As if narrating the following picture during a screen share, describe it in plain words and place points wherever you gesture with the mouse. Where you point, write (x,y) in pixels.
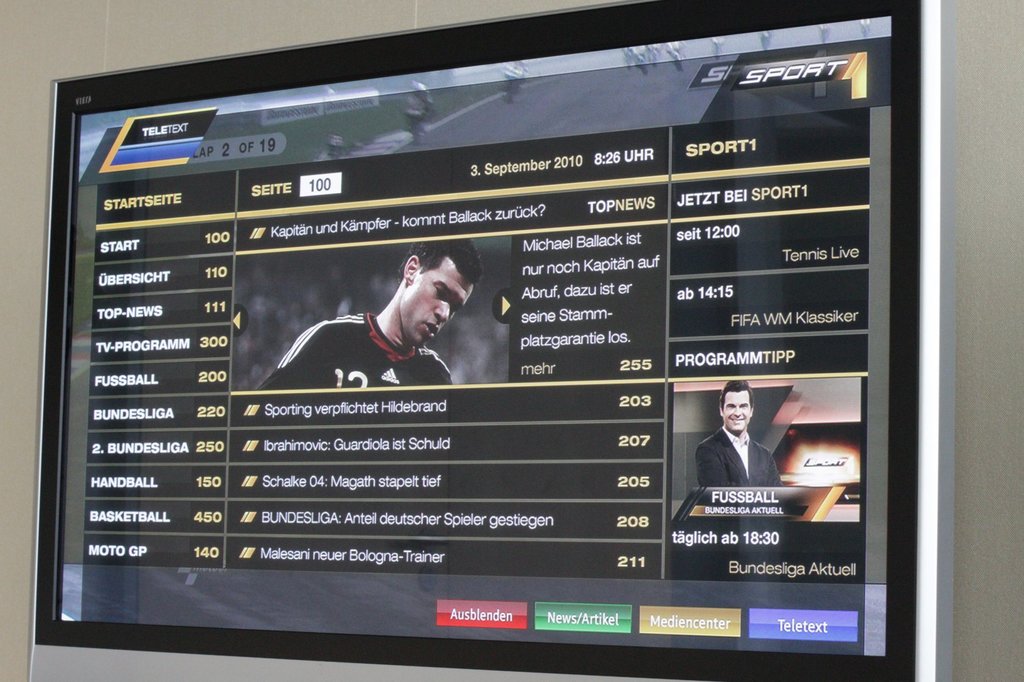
Television (92,400) with screen (610,244). On this screen (432,165) there are two people (740,423).
